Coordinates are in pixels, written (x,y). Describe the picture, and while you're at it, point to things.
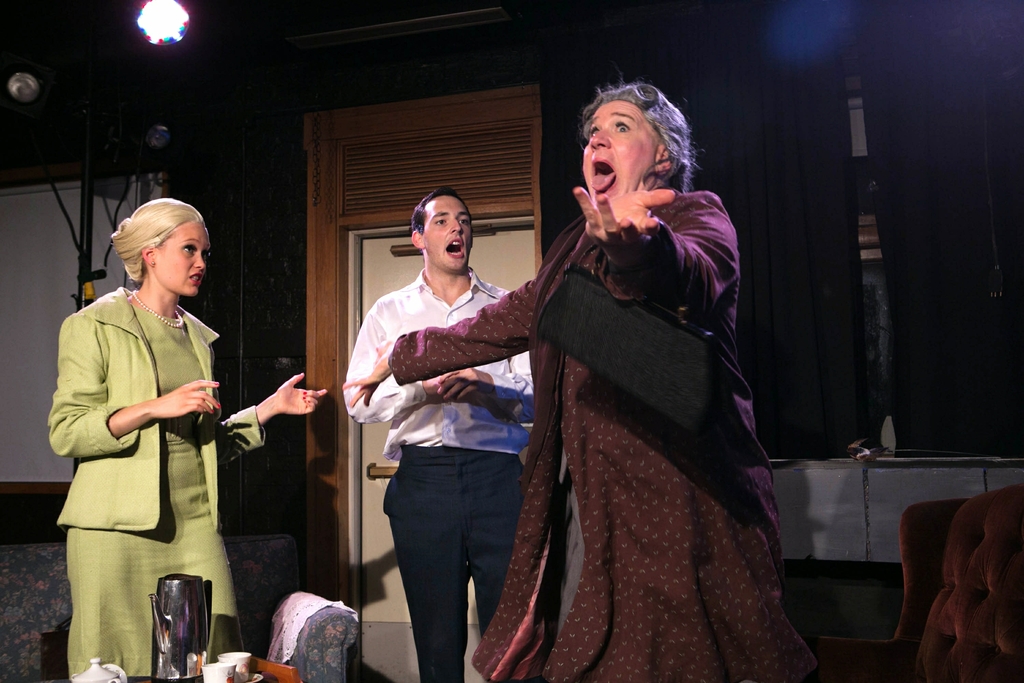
There are three people (398,373) and we can see kettles (185,631), cups (222,665) and objects (277,680) on the platform (288,667) and chairs (339,659). In the background (161,84) we can see wall (179,103), curtains (926,290), white banner (104,211), door (376,277), lights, rod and cables (120,205).
